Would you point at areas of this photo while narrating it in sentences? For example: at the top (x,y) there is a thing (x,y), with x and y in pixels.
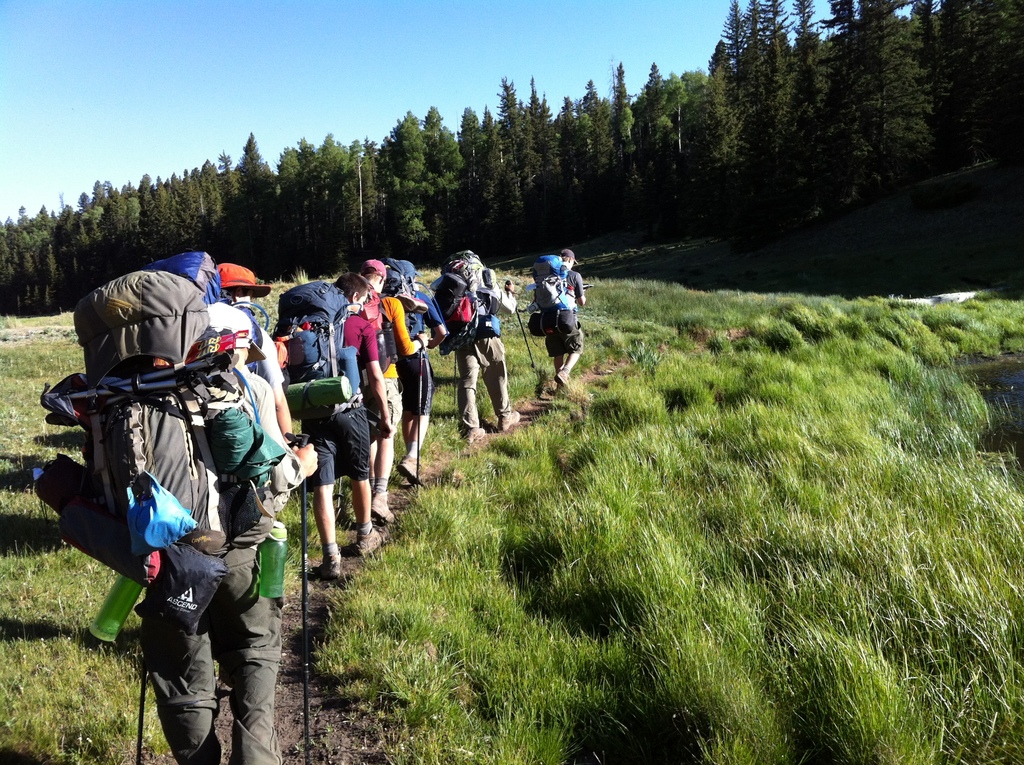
This picture is clicked outside. In the foreground (610,618) we can see the green grass (653,405) and the group of people (374,278) wearing backpacks (499,333), holding the metal sticks (305,511) and walking on the ground (441,372). In the background (242,68) we can see the sky (217,68), trees (973,132) and some other items (910,240).
